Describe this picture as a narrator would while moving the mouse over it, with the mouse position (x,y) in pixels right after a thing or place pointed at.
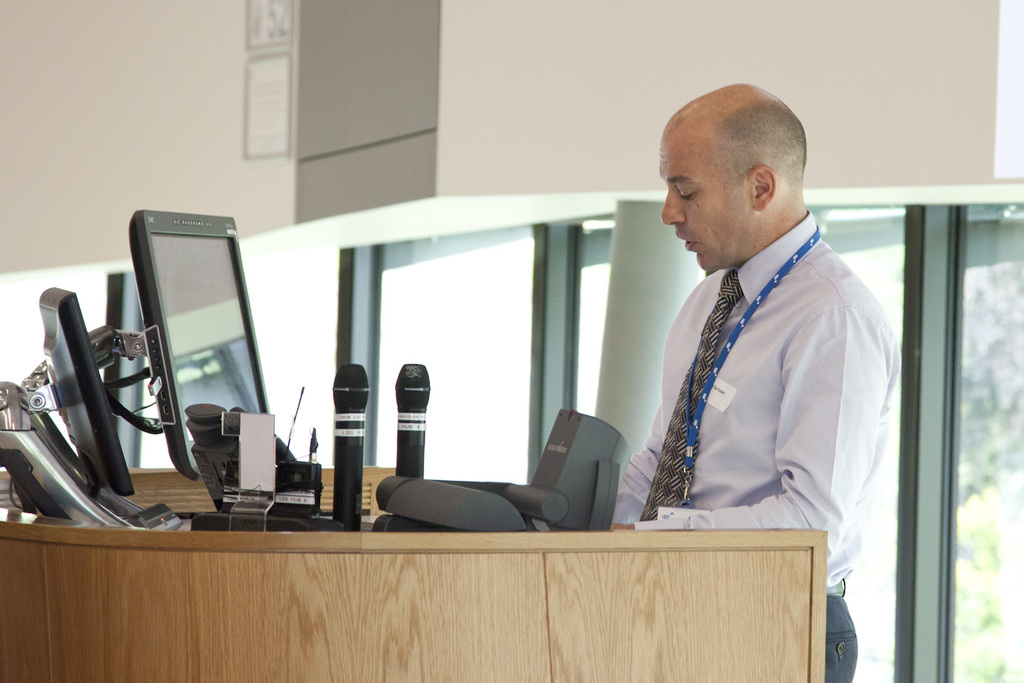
In this image there is a person (764,494) wearing white shirt (813,406) is standing before a table (293,579) having few monitors (182,407), mikes (364,432) and few objects (407,480) on it. He is wearing tie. Behind him there are few windows (995,536) to the wall (922,144).
